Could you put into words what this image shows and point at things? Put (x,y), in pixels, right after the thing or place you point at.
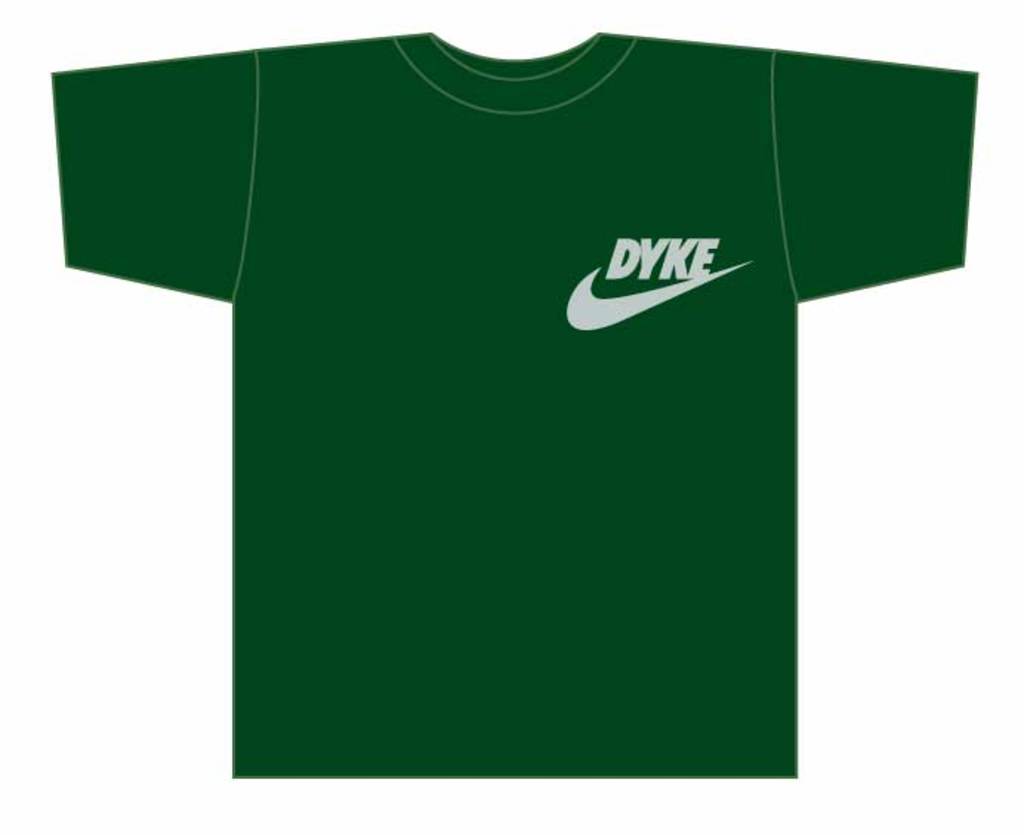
This is an animated image. There is a green t shirt (659,289) on which 'DYKE' is written at the right top (703,243) in grey color. There is a white background (911,348).
